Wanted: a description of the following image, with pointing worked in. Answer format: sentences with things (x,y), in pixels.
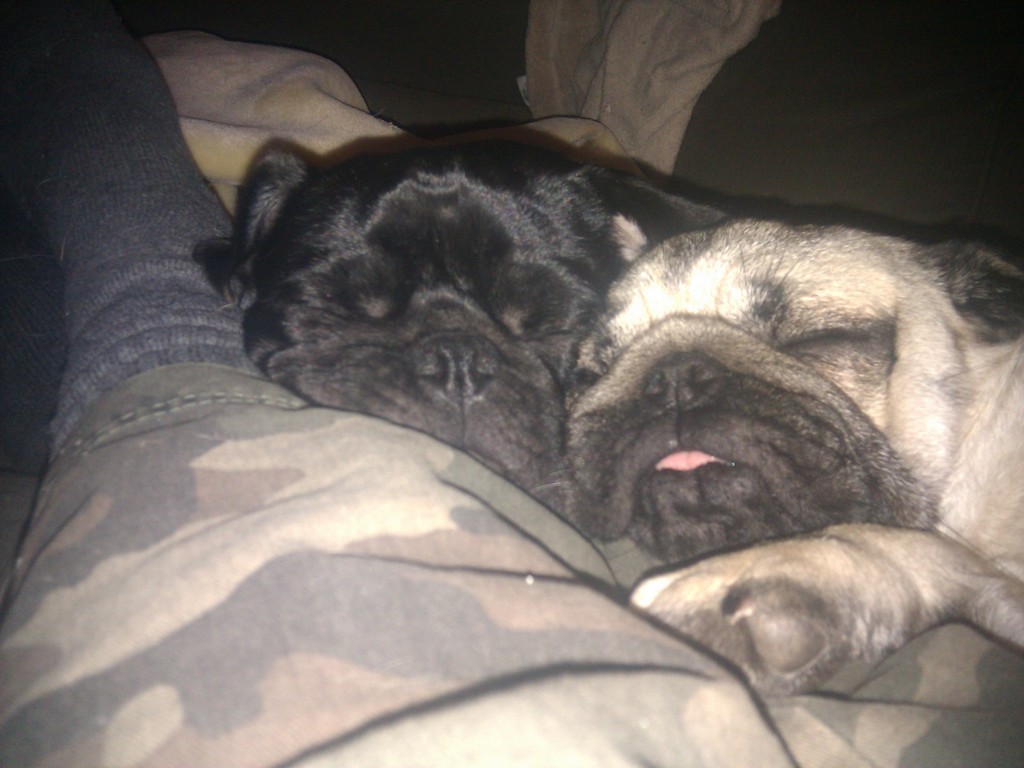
In this image there is a dog (446,325) taking a nap.
